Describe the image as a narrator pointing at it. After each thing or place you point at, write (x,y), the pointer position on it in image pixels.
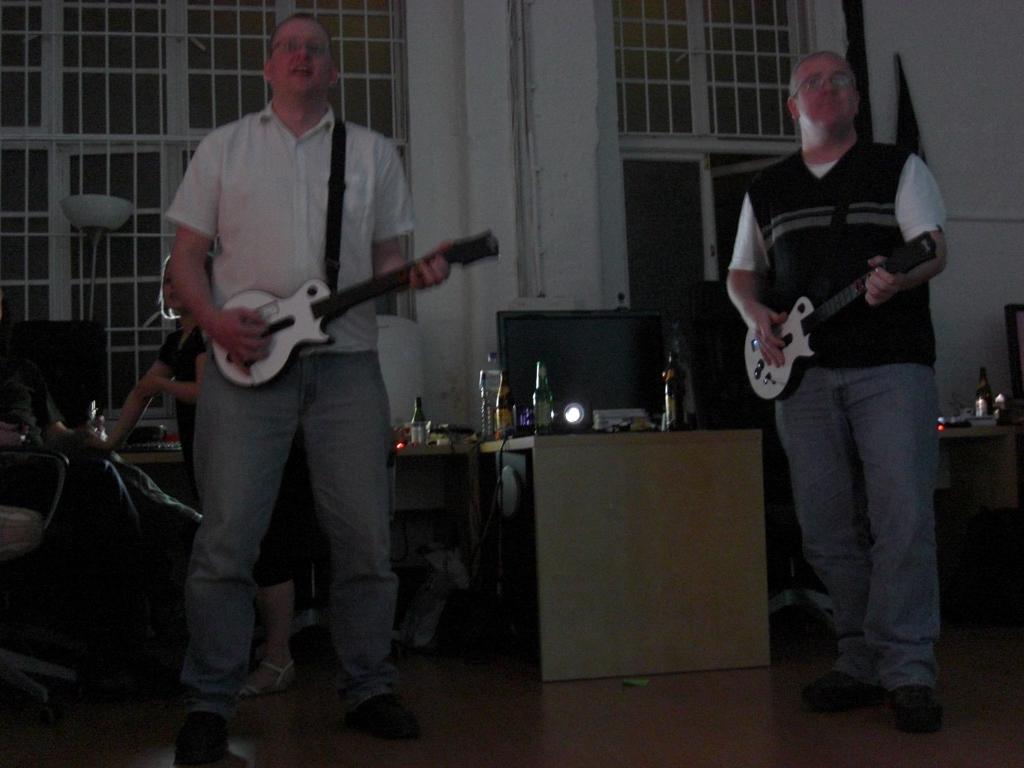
In this picture we can see two persons (773,170) holding guitar (392,281) and they are playing, beside them there is a table (577,441) with different items (566,426) such as bottle (549,422), light (577,409) etc. Back of the person (224,564) there was a woman (143,375) holding a thing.
